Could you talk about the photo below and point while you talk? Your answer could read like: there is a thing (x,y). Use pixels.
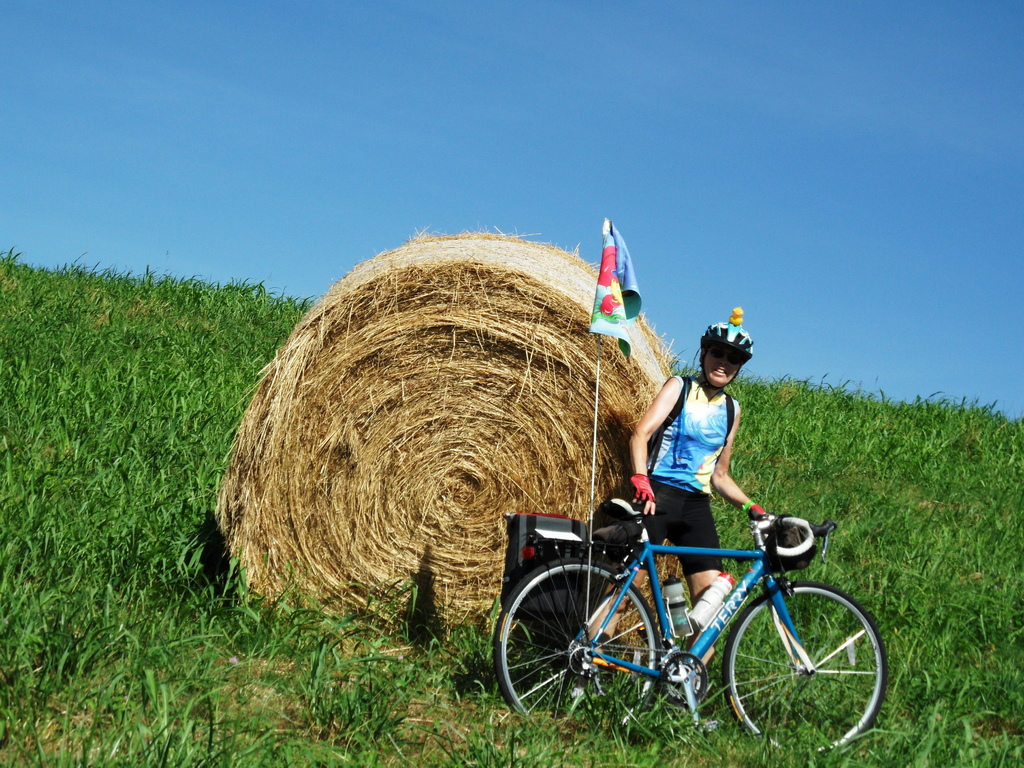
As we can see in the image there is grass (184,309), flag (596,417), a woman (664,487) wearing helmet (732,333) and holding bicycle (684,674). At the top (436,117) there is sky (527,95).
